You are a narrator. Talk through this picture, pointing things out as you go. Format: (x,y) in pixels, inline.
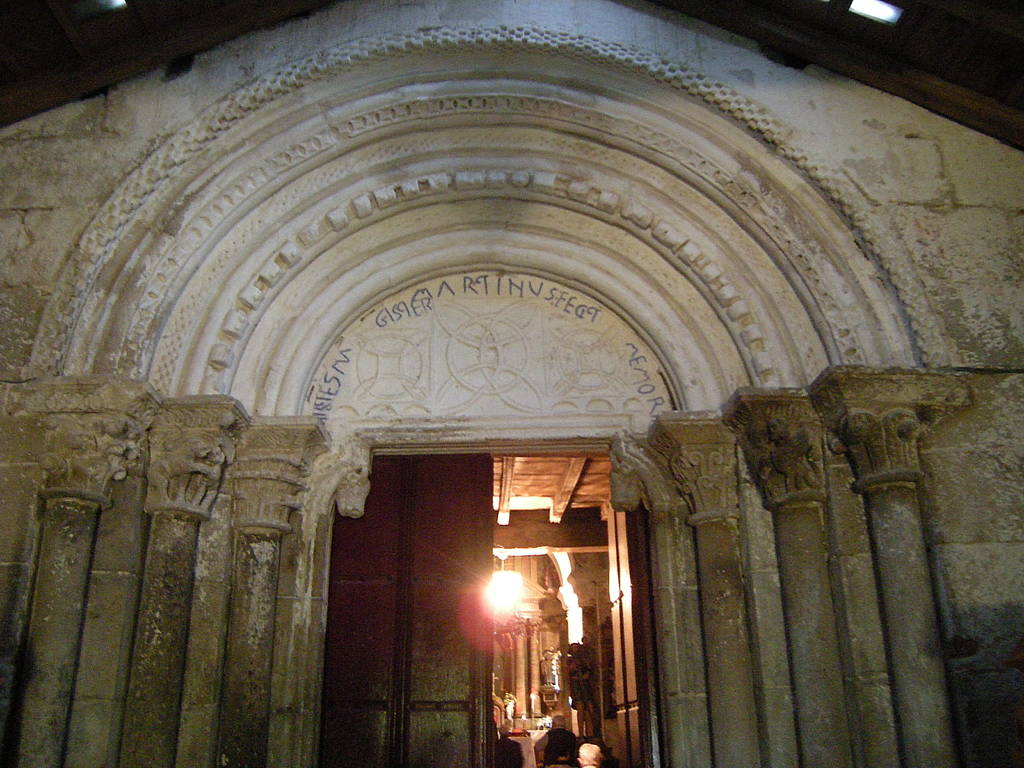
In this picture I can see a building (504,281). There are few people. I can see lights (520,592), pillars (923,742) and some other objects (637,590).
